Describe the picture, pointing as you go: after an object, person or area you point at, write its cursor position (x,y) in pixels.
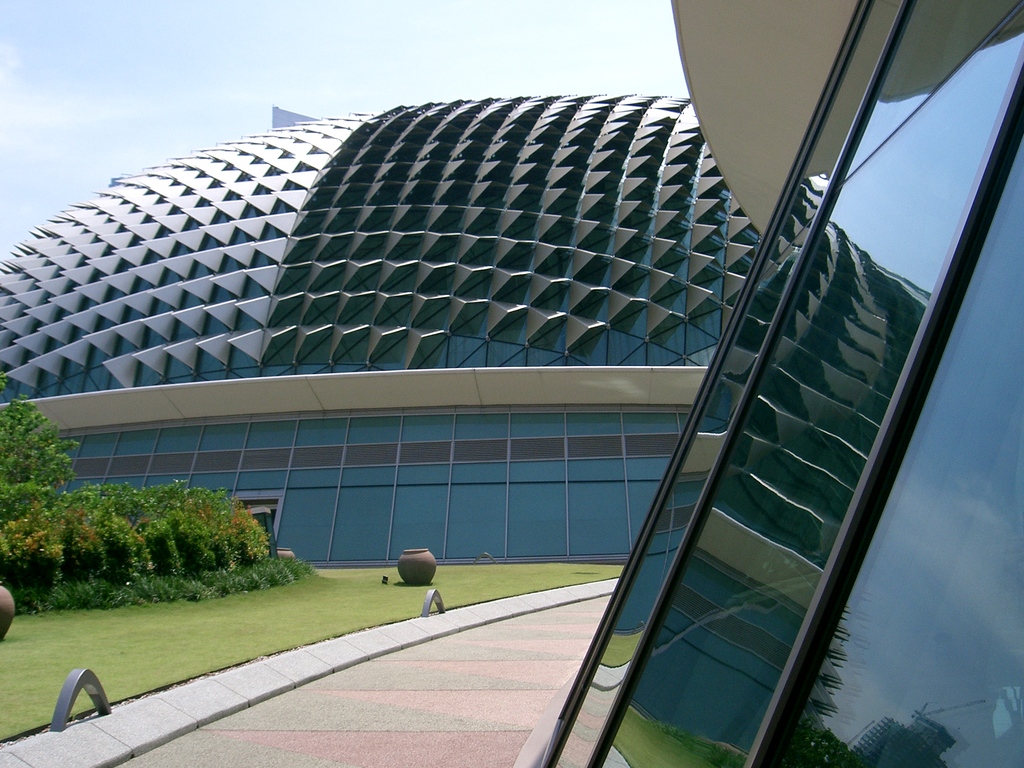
In this image, we can see a glass building (541,306). Left side of the image (151,576), we can see few plants (161,581), trees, grass (260,630), pots (432,564), rods (60,712). Here there is a walkway (463,706). Background (214,29) there is a sky (341,93).
